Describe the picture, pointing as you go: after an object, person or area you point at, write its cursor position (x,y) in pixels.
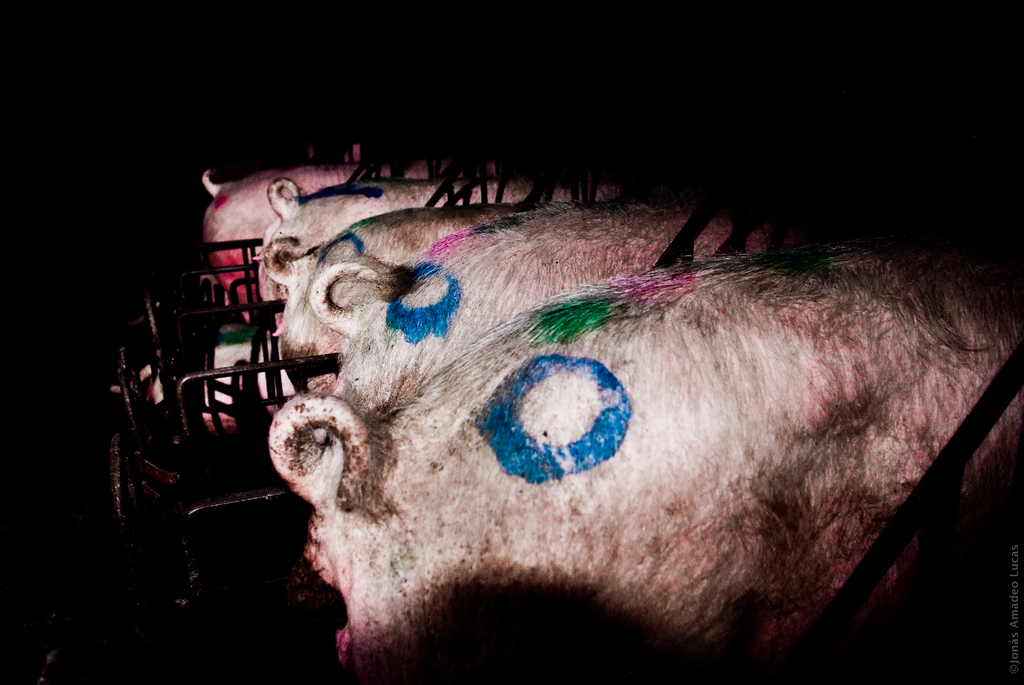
In the picture we can see backside part (509,552) of several pigs (509,528) and on the top of the pigs (528,442) we can see blue, green and pink colors and in the background (549,153) we can see dark.
